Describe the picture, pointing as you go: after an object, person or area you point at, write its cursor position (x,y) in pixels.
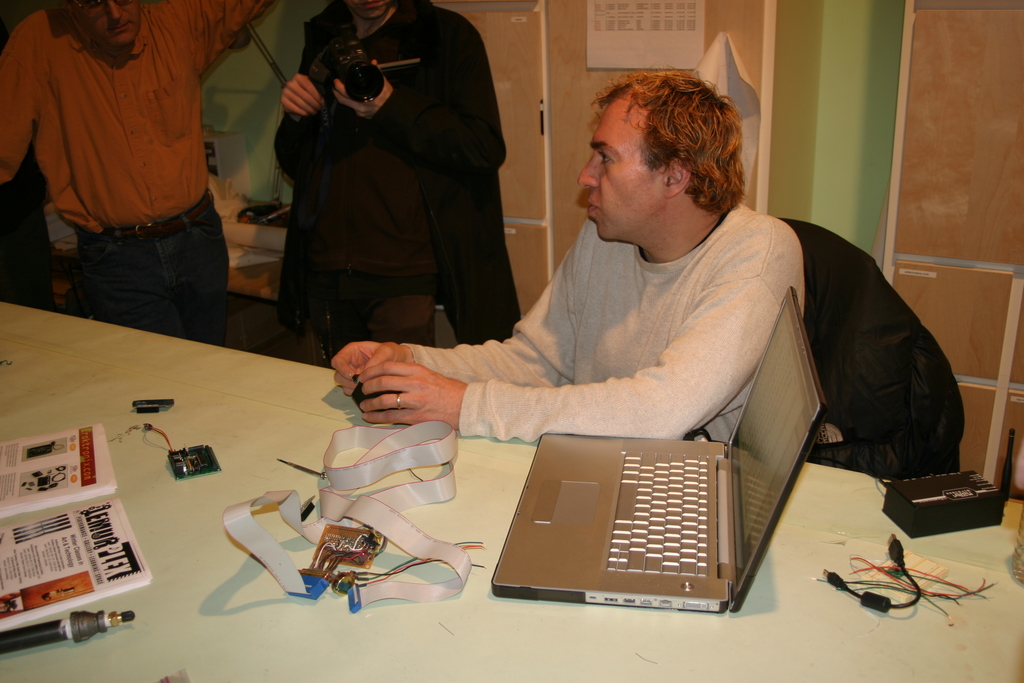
On the right side of the image (705,302) we can see a person (669,282) sitting at the table (78,332). On the table (89,338) we can see laptop (677,527), book (23,507), ribbon (366,511) and electronic chip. On the left side of the image (59,195) we can see persons (338,175). In the background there is wall (818,41).
